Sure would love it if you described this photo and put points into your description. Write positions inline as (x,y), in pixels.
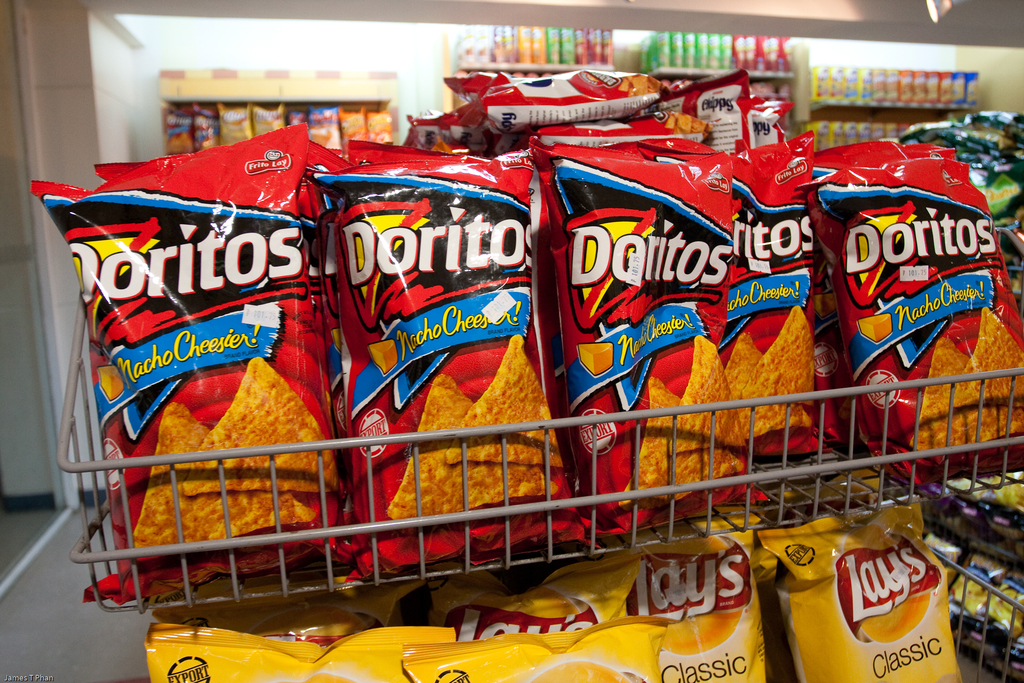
In this image, I can see the chips packets (669,234), which are kept in the racks (366,526). This is the wall (65,390). At the bottom left corner of the image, I can see the watermark (45,676). This looks like the floor (66,651).
